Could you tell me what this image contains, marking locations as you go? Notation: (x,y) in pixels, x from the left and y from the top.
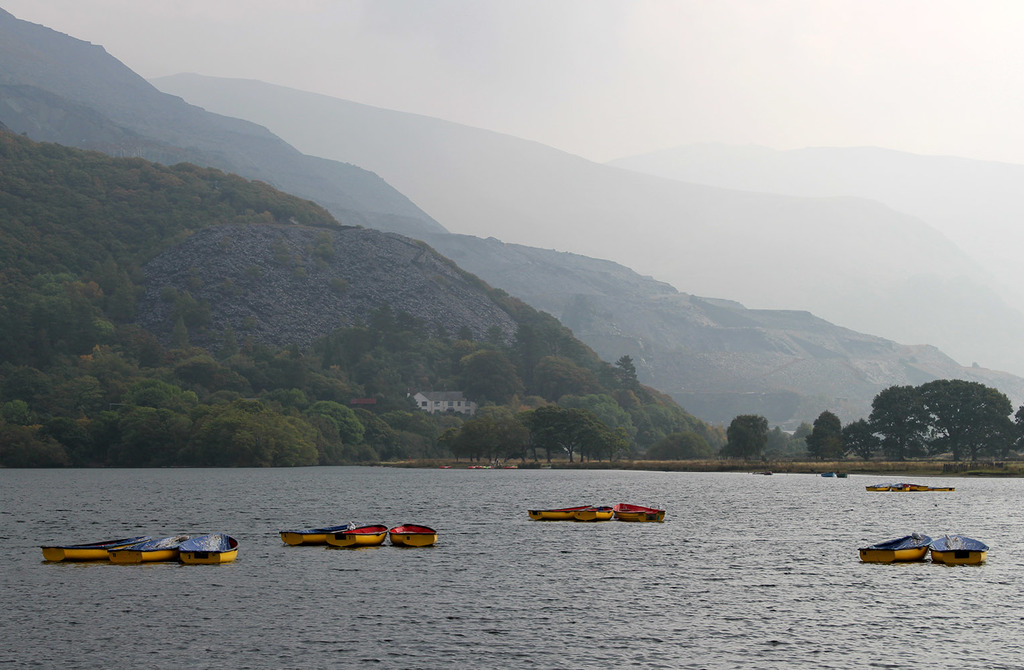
In this picture we can see boats (948,552) on the water (274,490). In the background of the image (337,368) we can see hills (782,407), trees (326,380), house (442,399) and sky (682,84).
